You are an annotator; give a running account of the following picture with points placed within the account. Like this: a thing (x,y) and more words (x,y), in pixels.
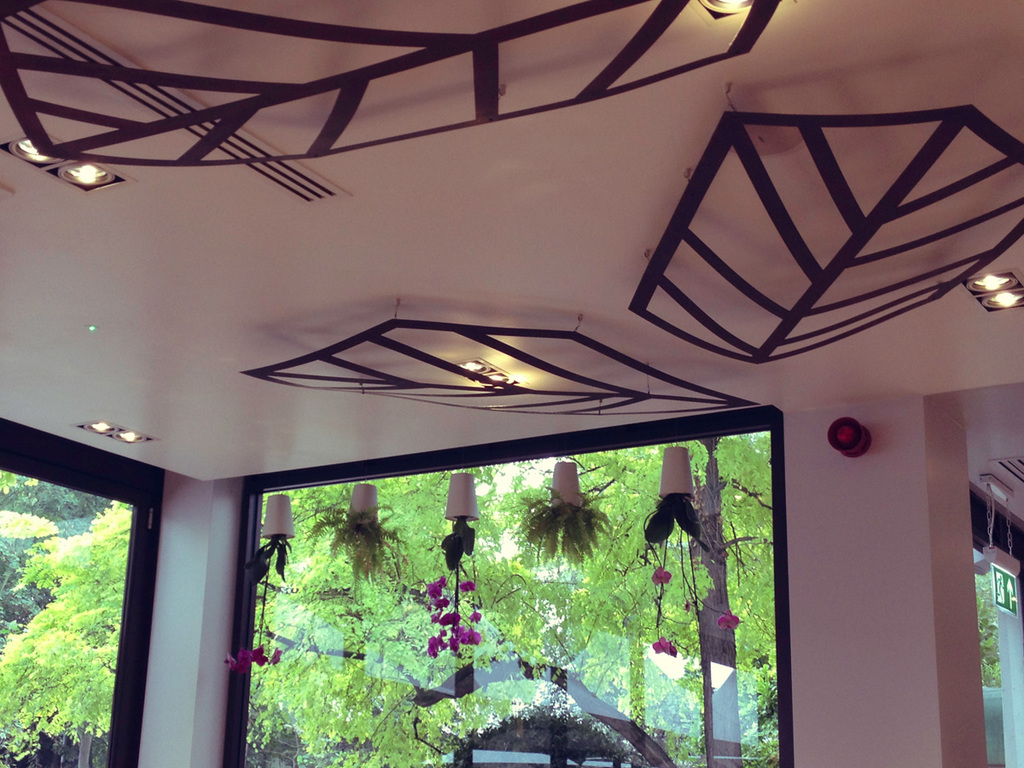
In the center of the picture (555,459) there are plants (359,555), flowers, flower pots (564,491) and windows (392,664), outside the windows (498,619) there are trees (8,641). On the left (105,436) there are lights (118,430). On the right (1002,569) there is a board (1008,576). At the top (861,222) there are some designed architecture (844,253) and lights (95,426) on the ceiling (324,185).
